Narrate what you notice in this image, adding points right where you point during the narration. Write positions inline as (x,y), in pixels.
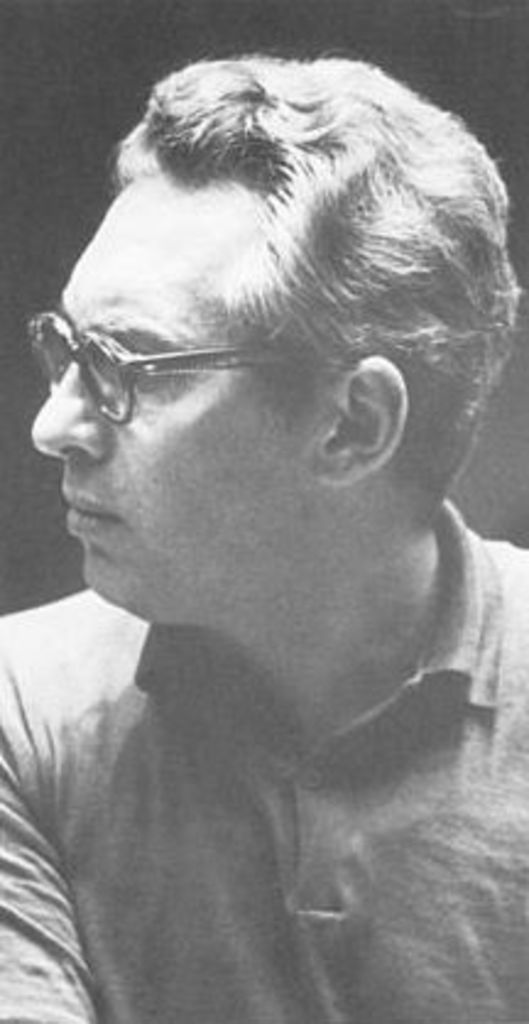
This picture is in black and white. In the picture, there is a man (321,726) wearing a t shirt (273,813) and spectacles (175,360).
